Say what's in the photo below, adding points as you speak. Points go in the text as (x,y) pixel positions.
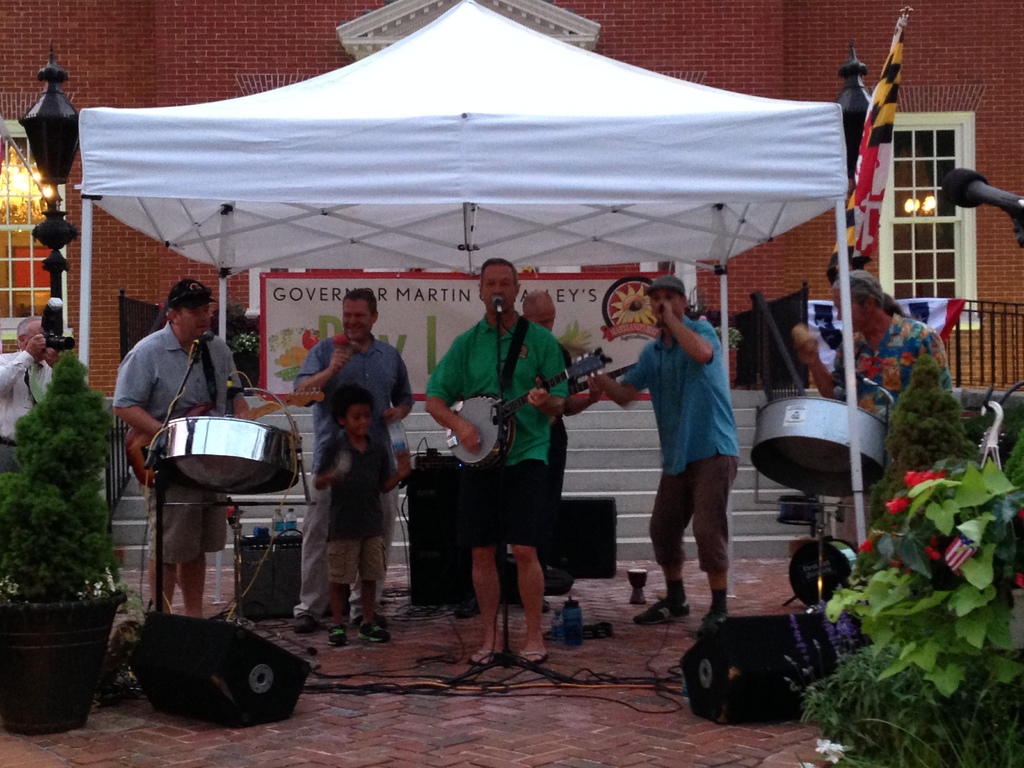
In the picture there are group of people (453,366) standing and playing drums (193,443), they are also singing there is a tent (288,225) upon them on the other side there are plants (72,371) behind them there are some steps (622,430) and also a banner (573,276) in the background (885,18) there is a building (267,40) with bricks (207,44) and windows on either side.
